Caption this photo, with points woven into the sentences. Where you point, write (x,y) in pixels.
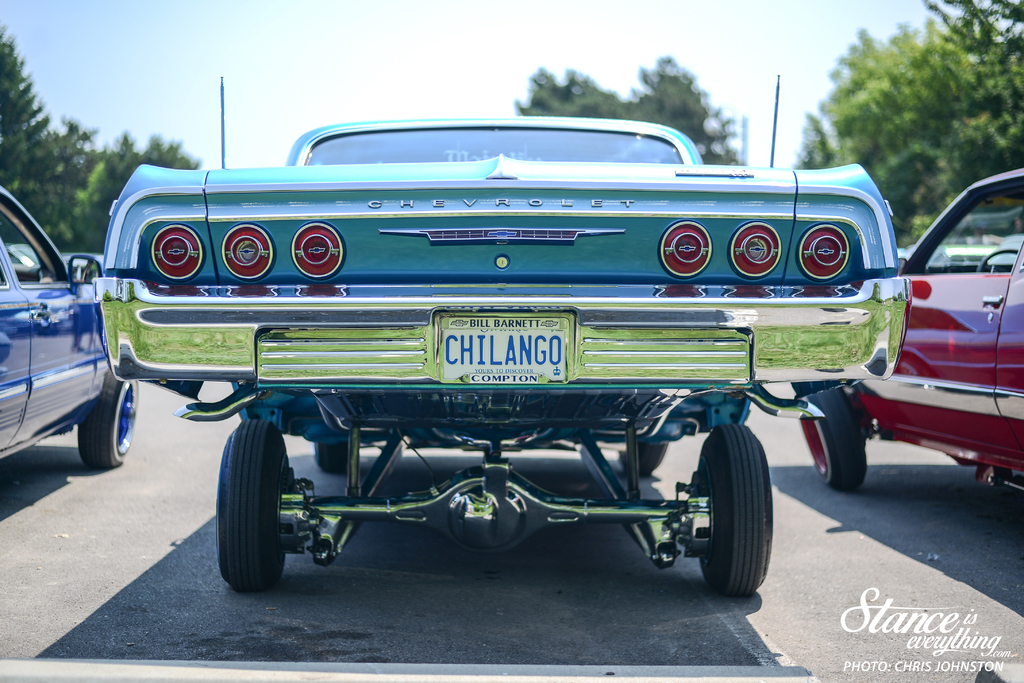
In this image we can see the three vehicles (456,410) parked on the road (534,619). At the top (345,52) there is sky (253,34) and in the bottom right corner (925,631) there is text (933,663).
